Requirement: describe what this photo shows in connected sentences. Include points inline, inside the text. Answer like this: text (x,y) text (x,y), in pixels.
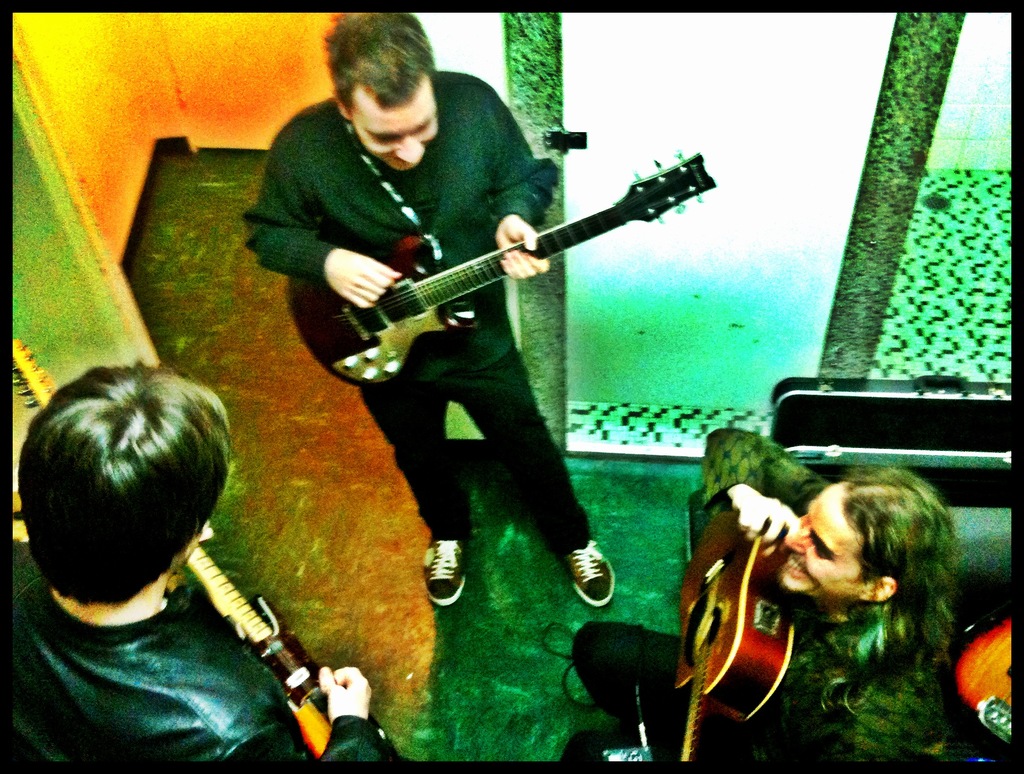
The picture has total three people (256,710), three of them are holding guitars (726,651), two of them are standing and one person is sitting in the background (830,172) there is a green color glass (804,152) beside it there is orange color wall (211,93).
